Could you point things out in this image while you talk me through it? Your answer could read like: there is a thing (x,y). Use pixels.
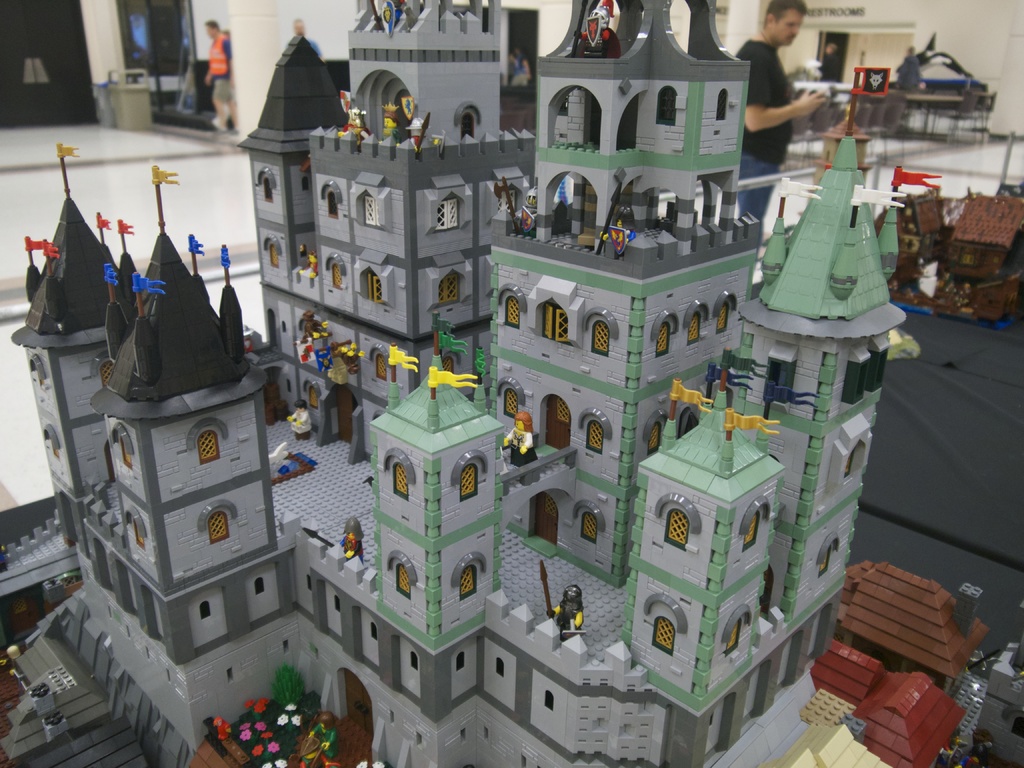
In this picture there are miniatures (307,537) of buildings (552,524) on the tables (906,526). At the back (768,19) there are two person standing and there is a person (220,59) walking and there are tables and there is a dustbin (121,121) and there is a text (841,11) on the wall (898,27). At the back (198,219) there is a floor (201,204).
